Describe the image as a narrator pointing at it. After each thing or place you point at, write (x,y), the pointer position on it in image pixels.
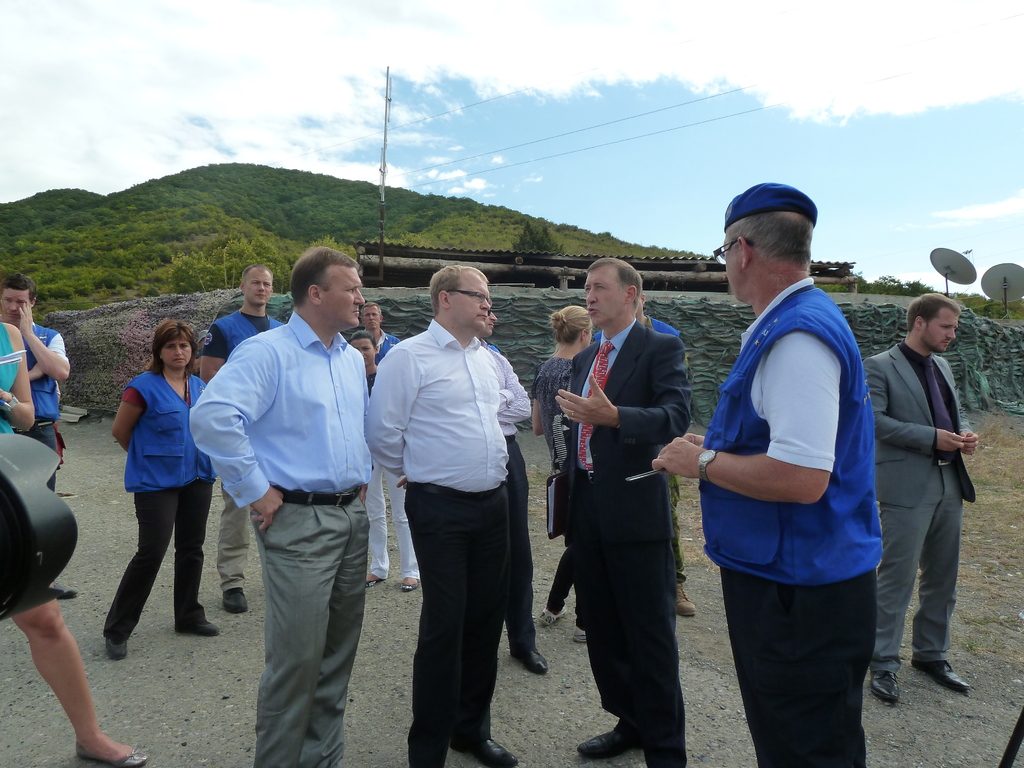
In this image, we can see there are persons (331,309) in different color dresses (796,377), standing on a road (903,724). One of them is speaking who is in a suit (625,440). In the background (503,209), there are two antennas (1017,287), electric lines (516,94) attached to a pole (382,184), trees (246,193) on a mountain (385,228) and there are clouds (746,3) in the blue sky (570,104).
